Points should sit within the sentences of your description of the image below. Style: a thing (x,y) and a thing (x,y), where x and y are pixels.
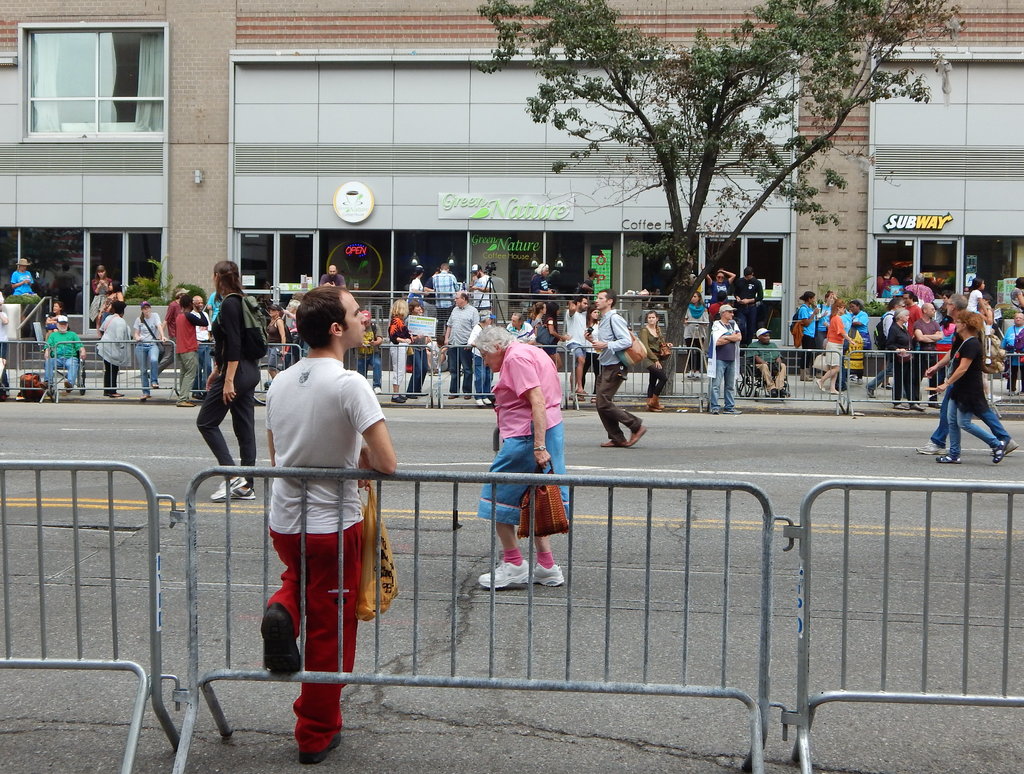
In this image I can see the road (442,457), few persons (551,452) walking on the road (661,416), the railing (692,591), a person (334,696) standing and in the background (374,365) I can see number of persons (401,365) are standing on the sidewalk (705,378), few trees (737,109), few boards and a building (444,127).
